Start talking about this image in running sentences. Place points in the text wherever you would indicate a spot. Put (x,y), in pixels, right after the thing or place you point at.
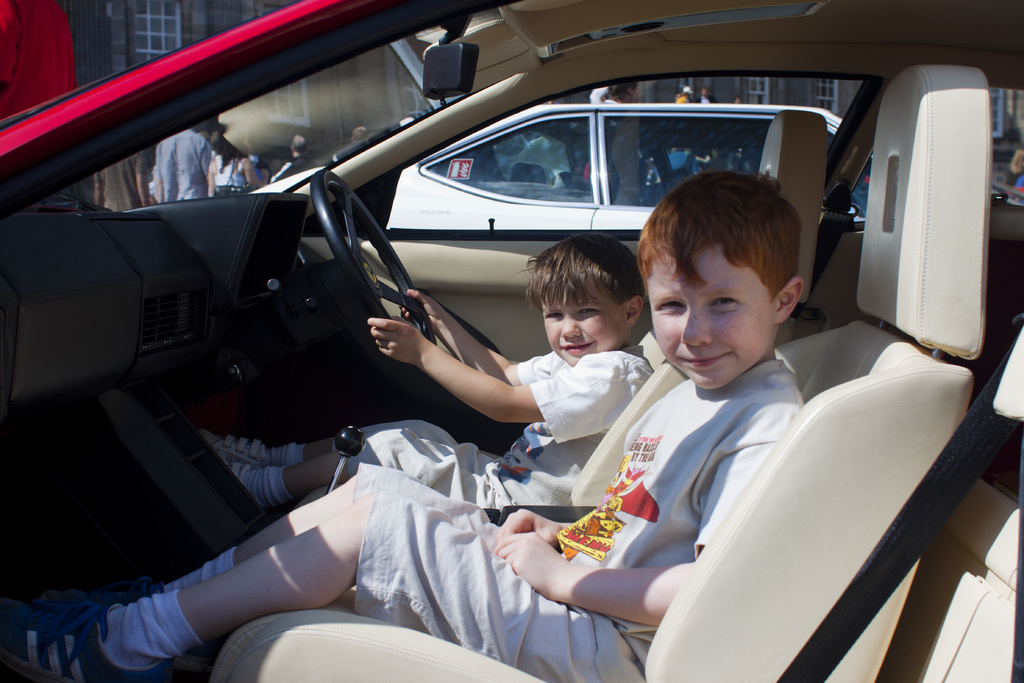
This is a picture taken in the outdoor. There are two kids (554,468) sitting in a car (626,429). Behind the kids (567,374) there is a glass window (535,187) and group of people (213,157) standing on road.
